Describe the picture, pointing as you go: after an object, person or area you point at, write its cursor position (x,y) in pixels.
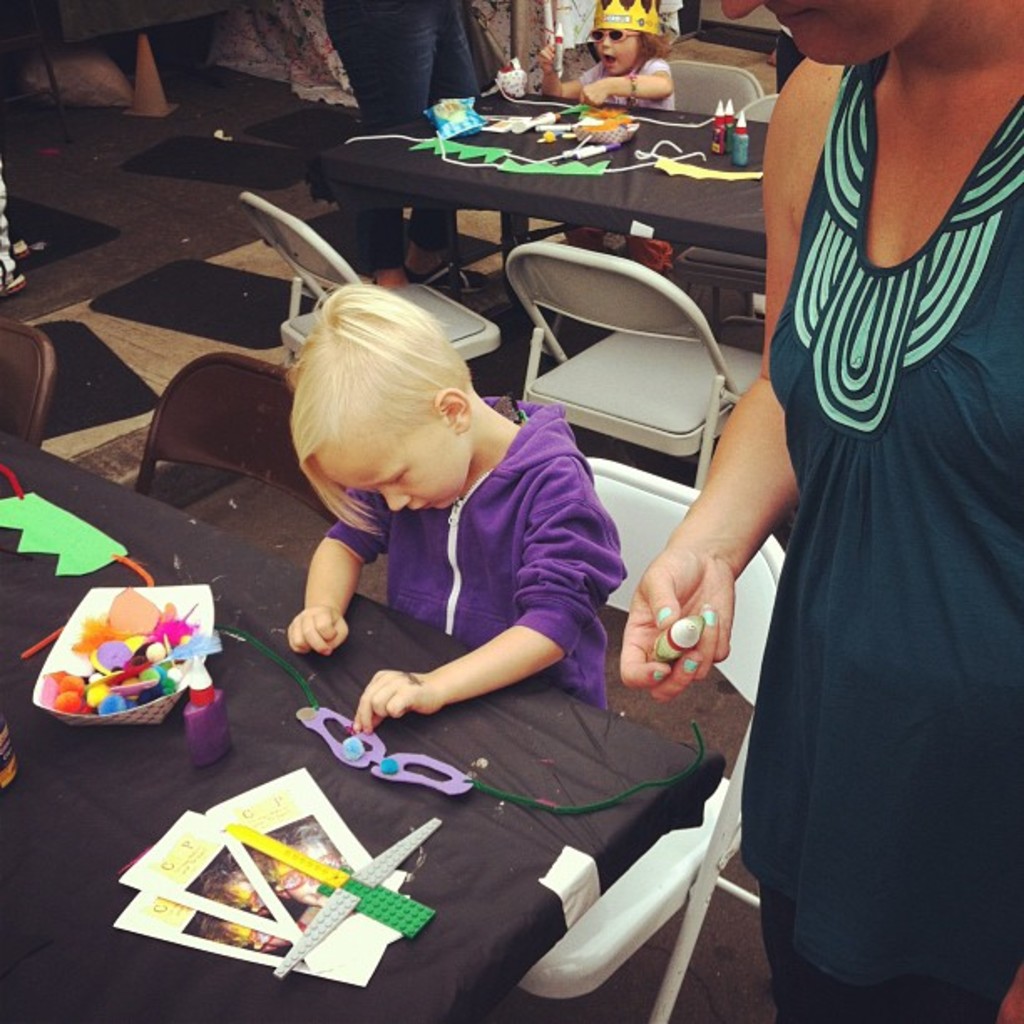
In this picture we can see girls (440,531) sitting on chairs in front of a table (391,669) and on the table (505,827) we can see paper crafts (401,775), gum bottle (191,680). This is a chair (650,325). We can see a woman (876,658) standing near to the table (586,723). This is a floor (646,986).
